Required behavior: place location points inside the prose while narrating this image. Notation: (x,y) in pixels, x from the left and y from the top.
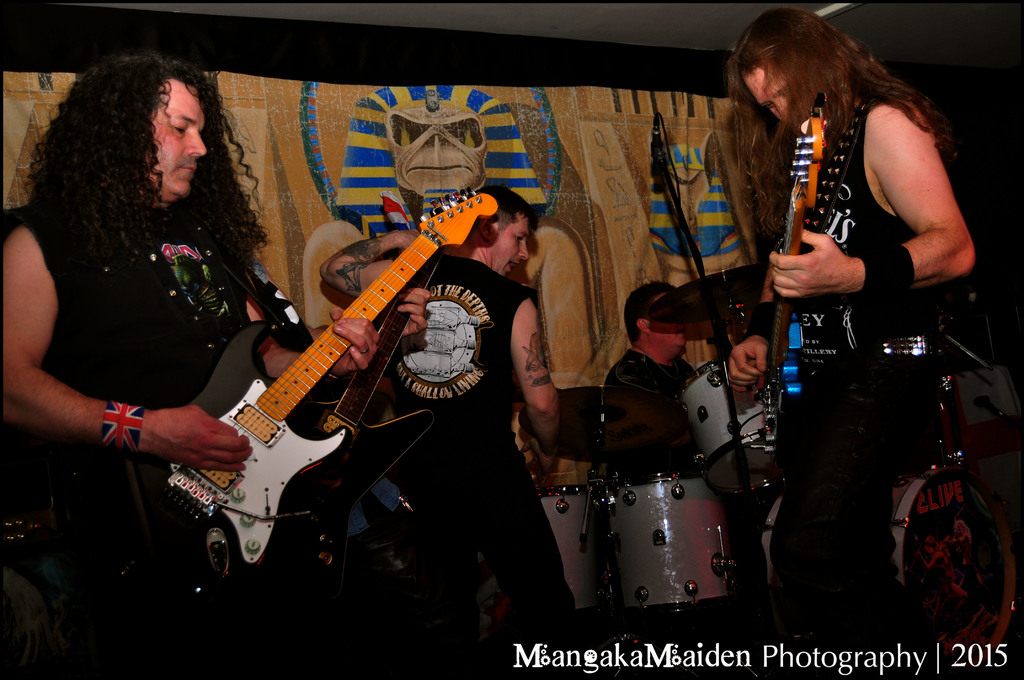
There are few people (748,46) here performing by playing musical instruments (384,476) behind them there is a banner (350,224).
